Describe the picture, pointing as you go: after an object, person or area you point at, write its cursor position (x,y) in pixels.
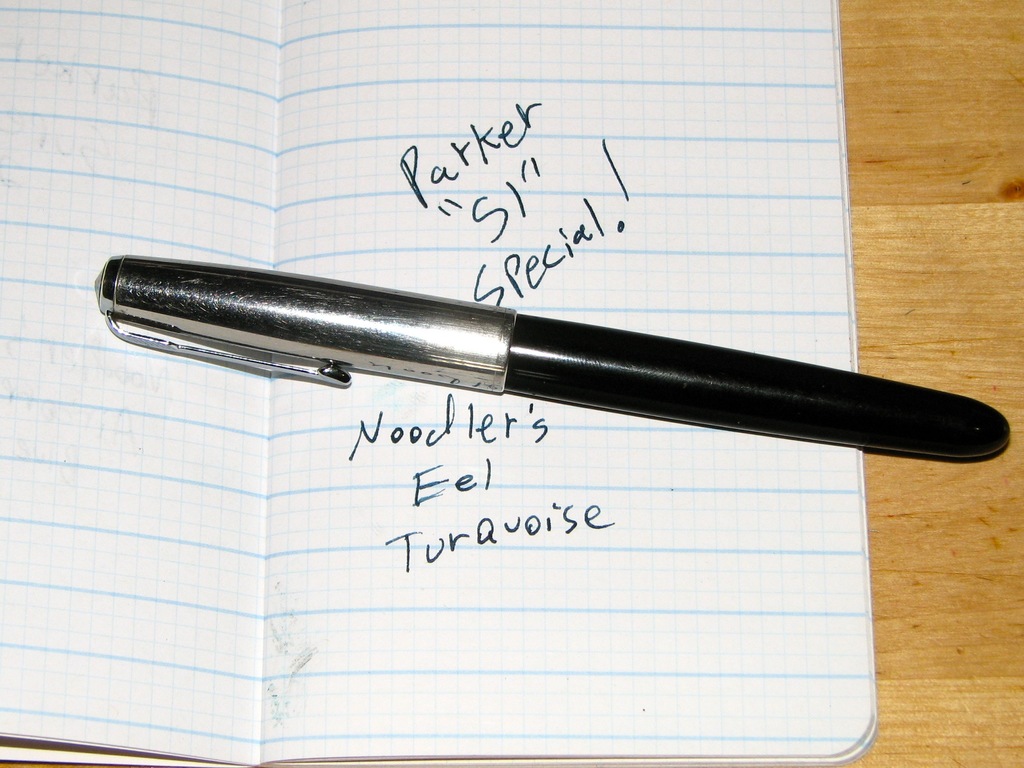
This image consists of a pen (541,350) kept on a book (579,682). The book (556,506) is kept on a table (959,642) which is made up of wood (967,671). The pen (621,379) is in black color.
